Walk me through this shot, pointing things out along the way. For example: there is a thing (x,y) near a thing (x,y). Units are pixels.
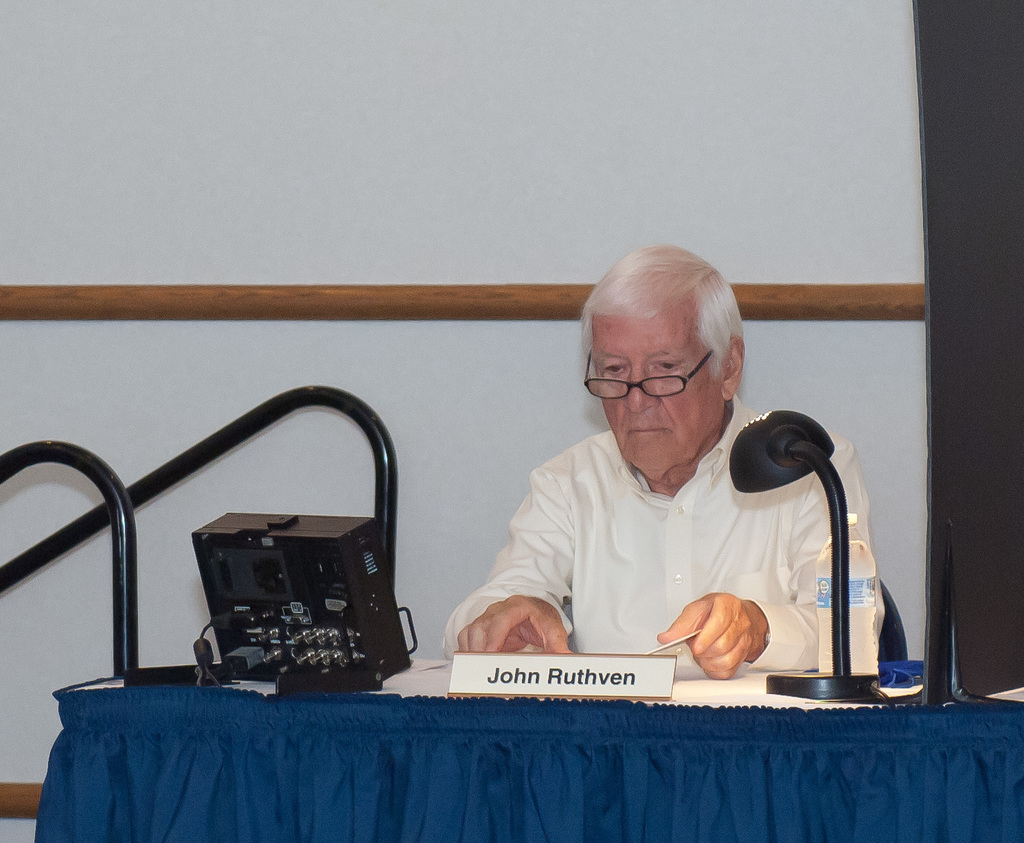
In this image I see a man (606,513) who is sitting on a chair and there is a table (147,776) in front of him on which there is a name board (520,657) and I see few black color things (952,642) and I see a bottle (853,568) over here. In the background (873,513) I see the white wall (428,363).
